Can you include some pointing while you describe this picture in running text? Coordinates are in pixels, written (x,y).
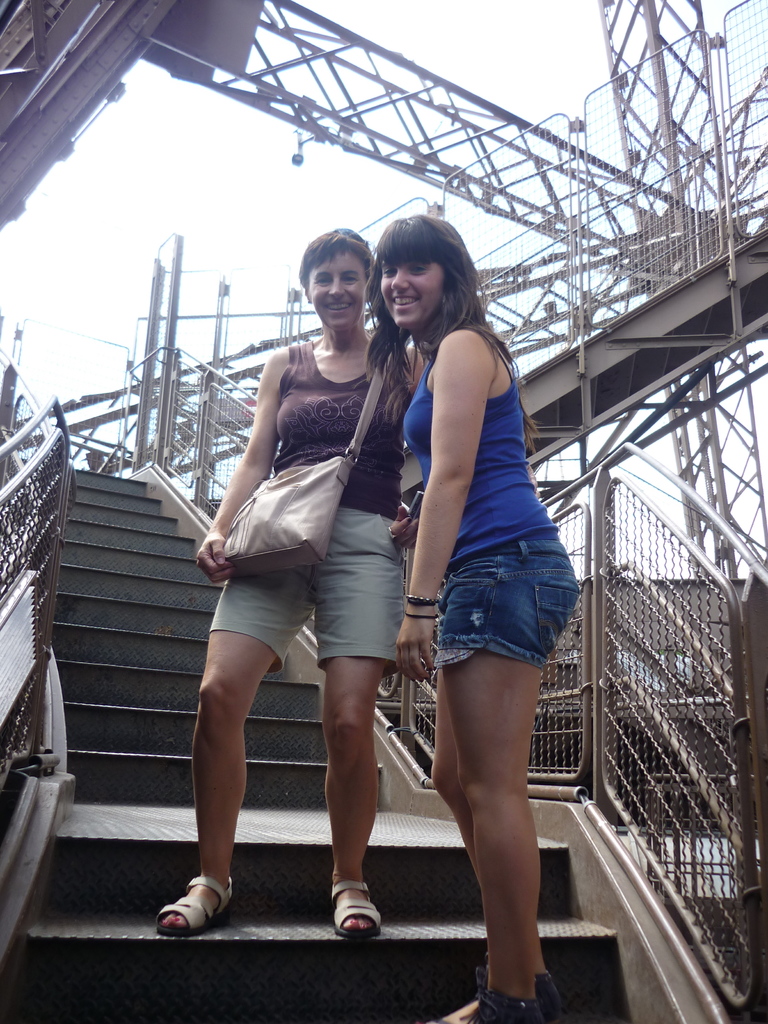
In this image I can see two persons (499,691) standing. The person (482,594) at right (520,530) is wearing blue color dress (446,603) and the person (308,579) at left (207,553) is wearing brown and gray color dress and I can also see few stairs (131,674) and poles (163,430) and the sky (104,206) is in white color.
